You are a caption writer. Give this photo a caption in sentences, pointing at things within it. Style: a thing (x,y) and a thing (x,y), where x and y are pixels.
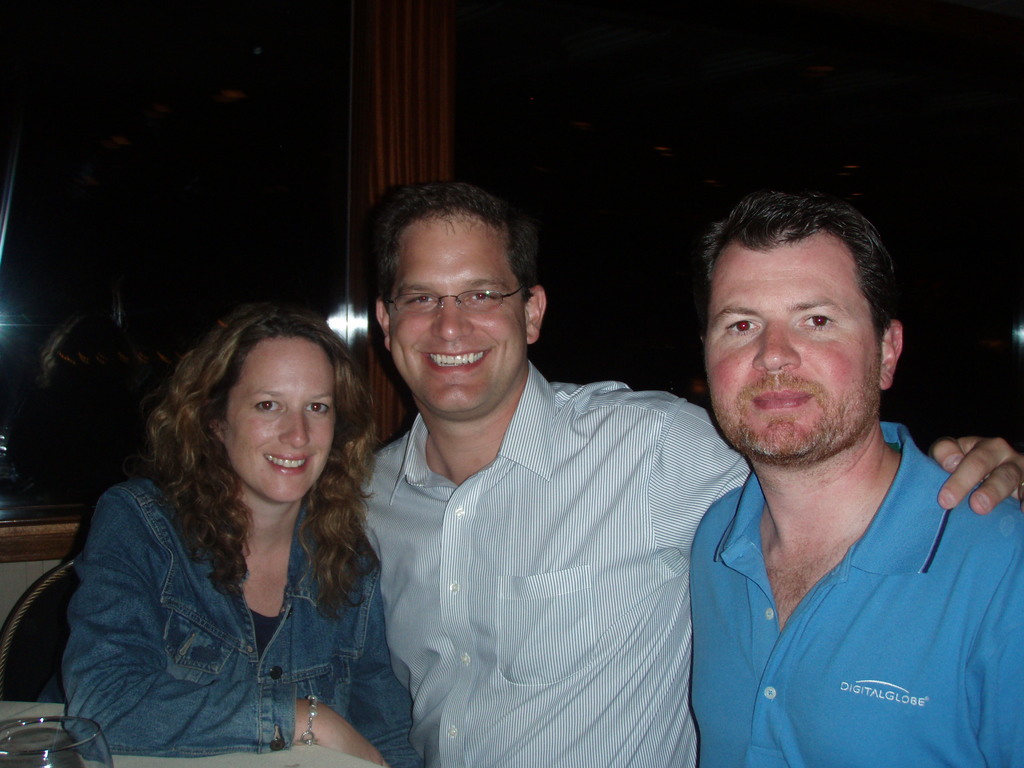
In this image we can see a man (487,441) and a woman (313,574) smiling. We can see the other man (853,346) on the right (890,533). On the left (59,725) we can see a glass (88,733) on the table (37,710). We can also see the glass window (1013,190).
